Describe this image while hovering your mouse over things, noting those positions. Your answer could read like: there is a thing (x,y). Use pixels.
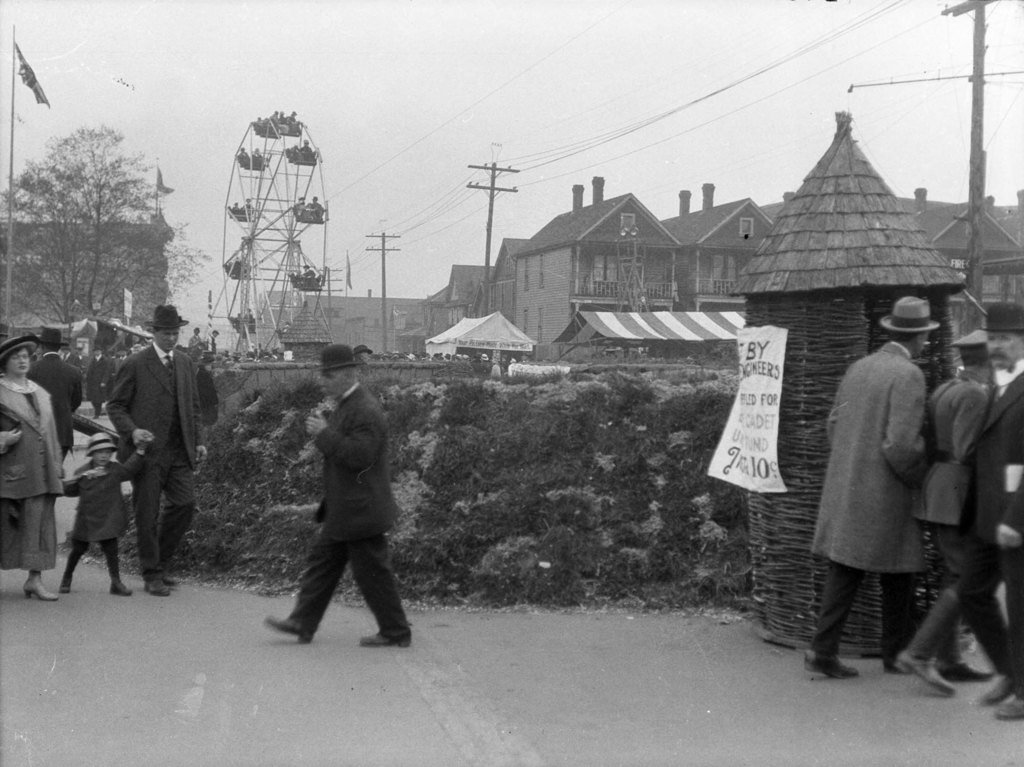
In this picture there are group of people (7,554) walking in the foreground (49,551). At the back (605,343) there are buildings (735,279) and tents (599,328) and there are wires (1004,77) on the poles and there are group of people (297,272) sitting in the giant wheel (276,328). On the left side of the image (42,99) there are flags (31,86) and there is a tree (38,299). In the foreground (596,479) there are plants (608,488) and there is a board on the hut (781,256). At the top (767,134) there is sky (469,80). At the bottom (518,654) there is a road (451,654).
